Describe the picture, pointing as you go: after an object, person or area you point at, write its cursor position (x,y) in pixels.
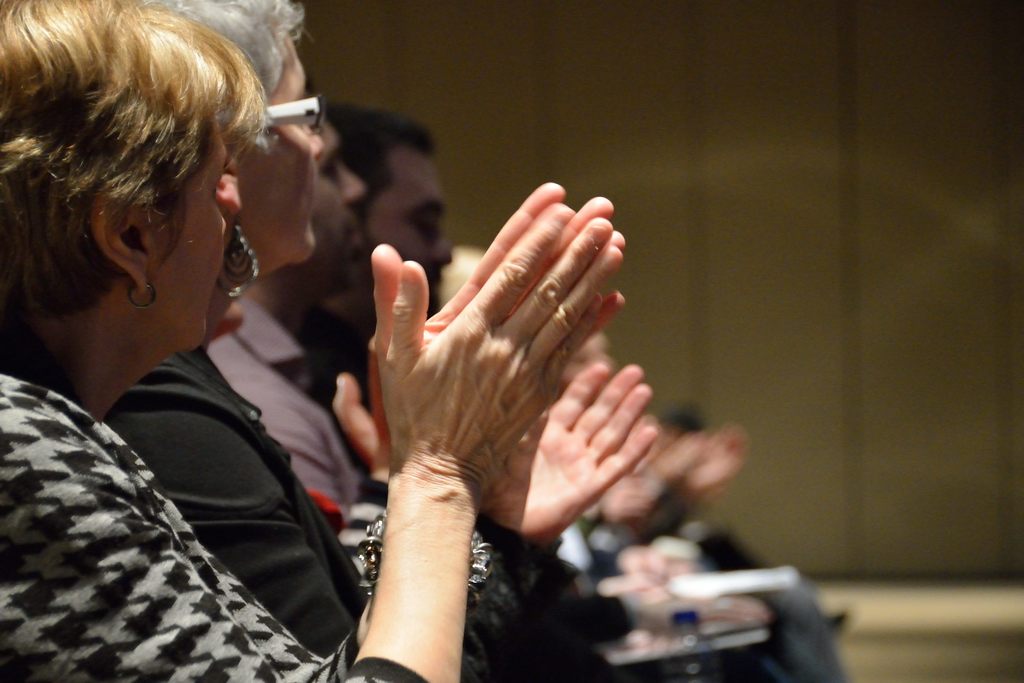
In this image I can see few people (275,318) and I can see one of them is wearing specs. I can also see this image is little bit blurry from background (489,37).
